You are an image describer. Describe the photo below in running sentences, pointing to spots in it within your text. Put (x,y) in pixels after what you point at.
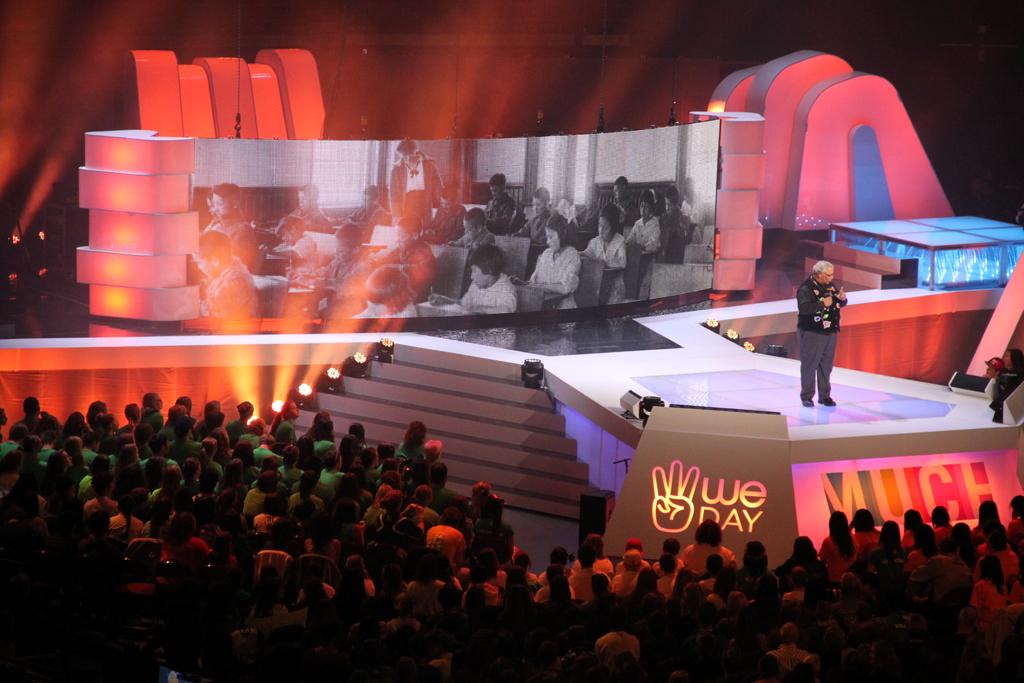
In this image we can see a person (825,342) standing on the stage (715,370) holding a mic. We can also see a display screen (235,314), some lights (353,374), a wall (387,98) and a staircase (513,403). On the bottom of the image (361,610) we can see a group of people (320,580) sitting and a board (730,509) with some text (727,525) and a picture (667,506) on it.
